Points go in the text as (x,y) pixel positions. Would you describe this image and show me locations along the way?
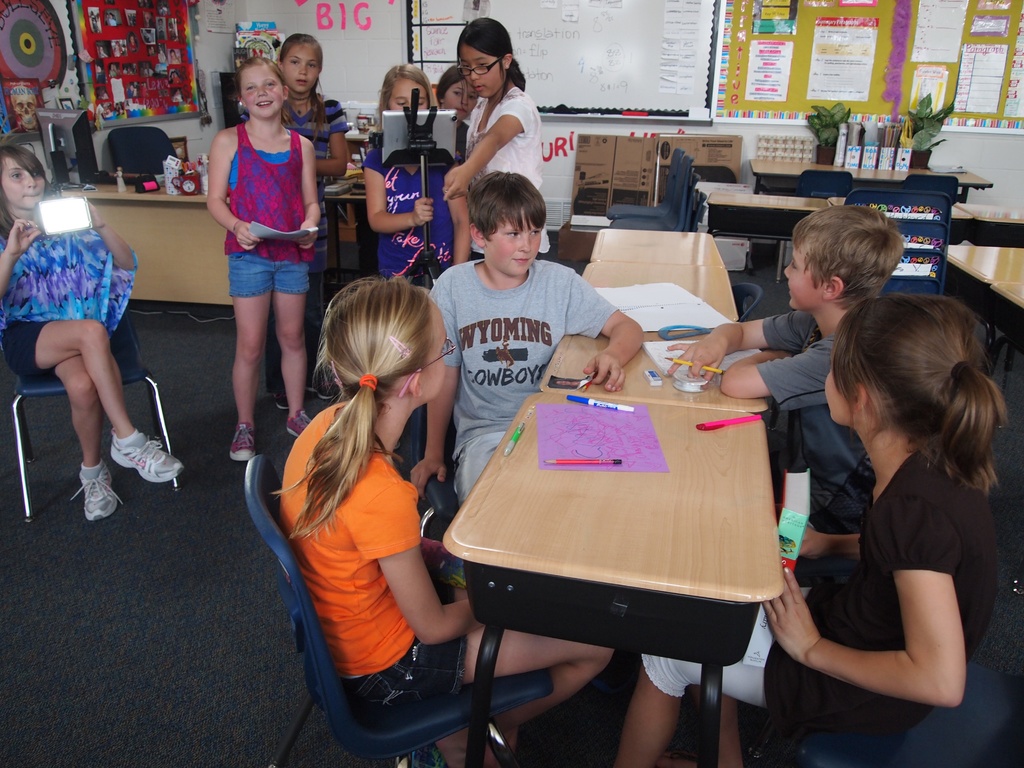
There are many children (469,276) in the room (259,634). Four of them (811,434) are sitting around the table (679,489). On the table (692,486) there are some accessories (622,420). And the remaining people (391,221) are standing here and one girl (77,258) is sitting in the chair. In the background (634,58) we can observe some charts (688,65), boards (675,77) and the table (877,170) on which some files (859,157) are placed here.
